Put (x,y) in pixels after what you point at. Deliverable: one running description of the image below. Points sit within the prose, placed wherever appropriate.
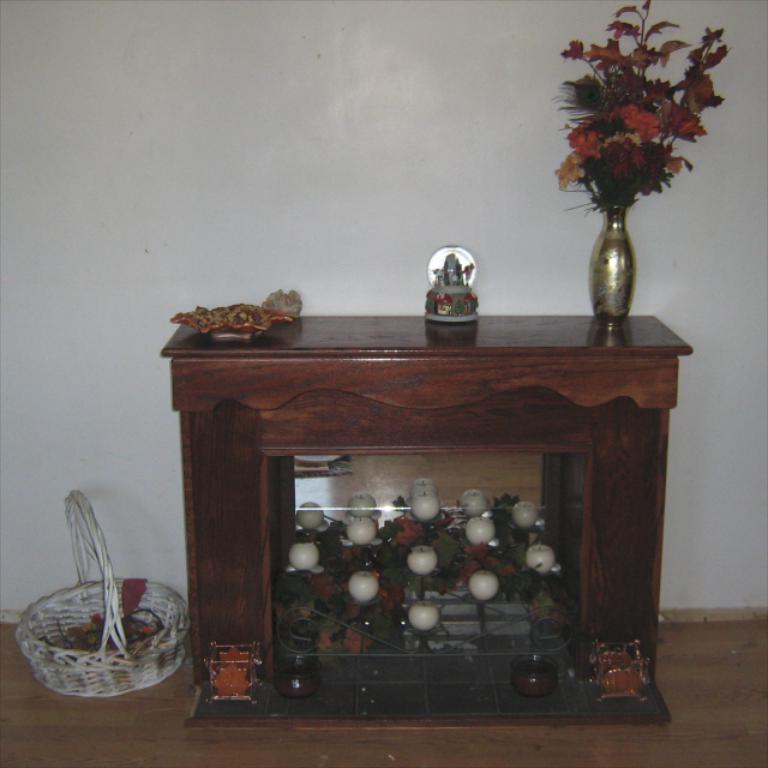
In the center of the image (314,425) we can see one basket (177,615) and one table (454,660). In the basket (74,649), we can see some objects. On the table (446,667), we can see vase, flowers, one white color object (446,304) and a few other objects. Below the table (396,663), we can see white color round objects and a few other objects (500,503). In the background (140,125) there is a wall (356,114) and floor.
